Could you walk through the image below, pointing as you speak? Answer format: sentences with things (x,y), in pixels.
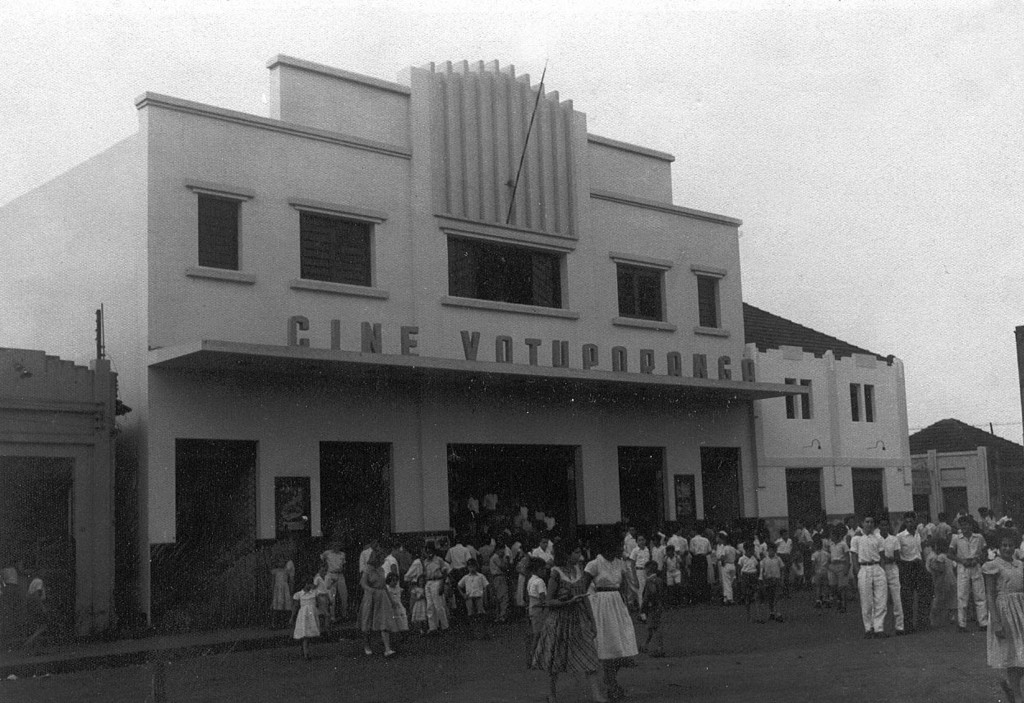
In this image in the center (516,325) there are some buildings (611,508) and at the bottom (374,624) there are some children (729,582) who are walking, and some of them are standing. On the top of the image (695,96) there is sky (626,88).
